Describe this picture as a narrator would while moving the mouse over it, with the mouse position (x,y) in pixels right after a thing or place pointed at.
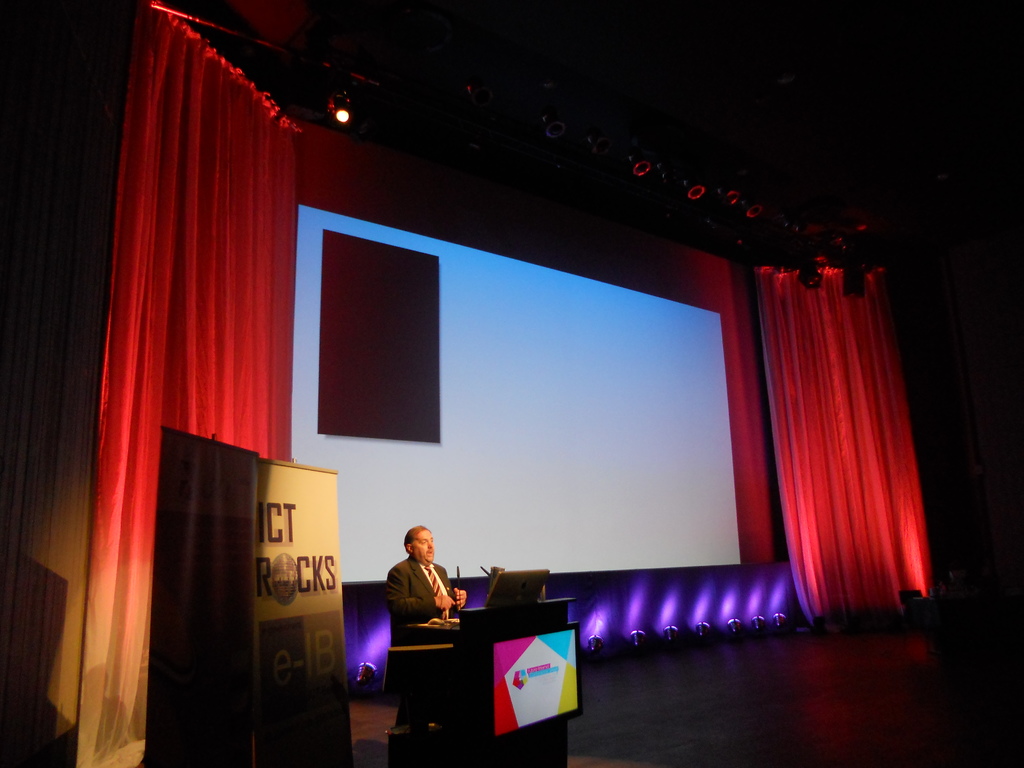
In this image I can see a person (416,591) standing in front of the podium (416,653). I can see a laptop (507,589) and few objects (436,620) on it. I can see a large screen (614,324), red curtains (131,346), whiteboards (272,555), lights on the stage (747,663).
